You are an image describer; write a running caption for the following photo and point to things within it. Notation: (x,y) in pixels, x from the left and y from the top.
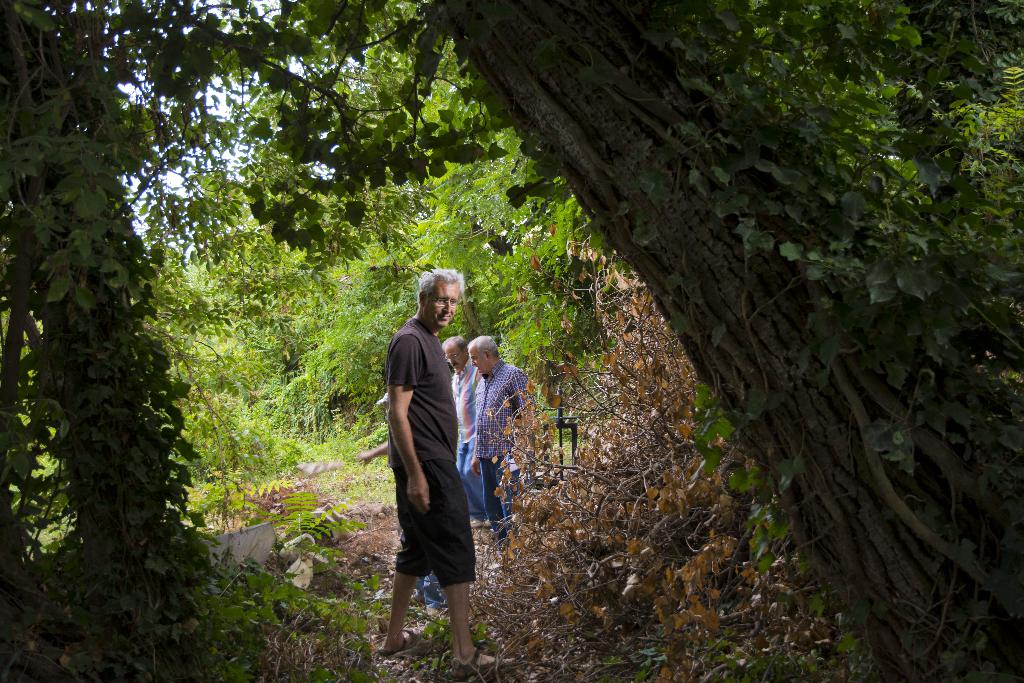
This picture is taken in between the trees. In the center (416,331), there is an old man (428,339) wearing brown shirt (419,382) and black shorts (440,527). Behind him, there are two men (503,420). In the background (395,309), there are trees (511,207).
